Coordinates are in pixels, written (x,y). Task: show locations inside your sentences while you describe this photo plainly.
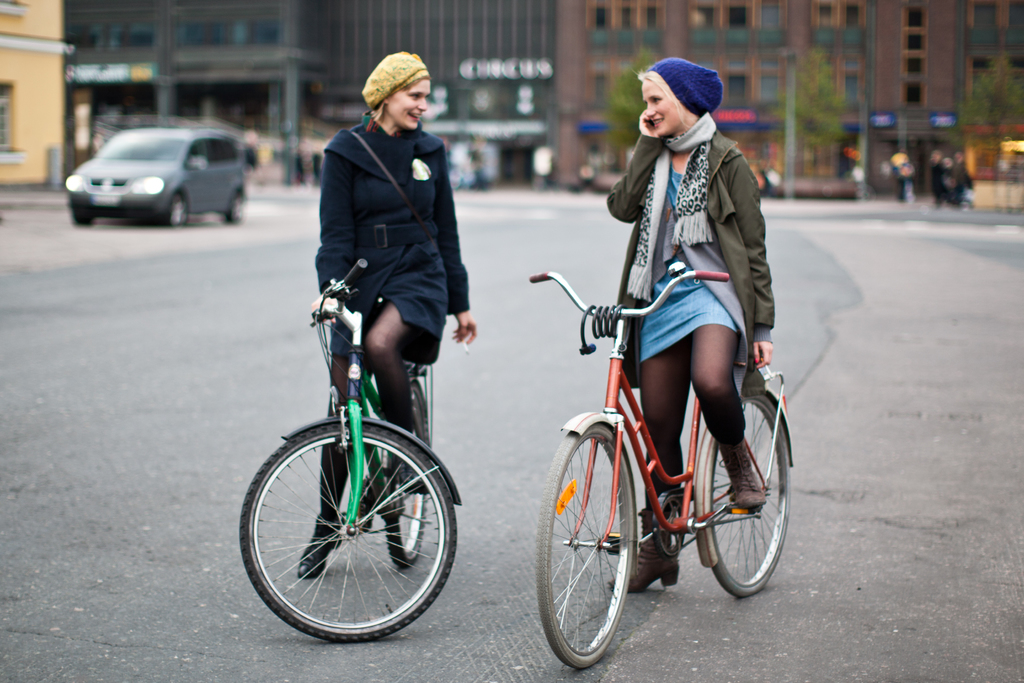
In this picture two girls (379,253) are standing on a bicycle (645,435) and it is on the road (299,528). In the background (151,180) we observe vehicles (143,197) and buildings (228,124).
